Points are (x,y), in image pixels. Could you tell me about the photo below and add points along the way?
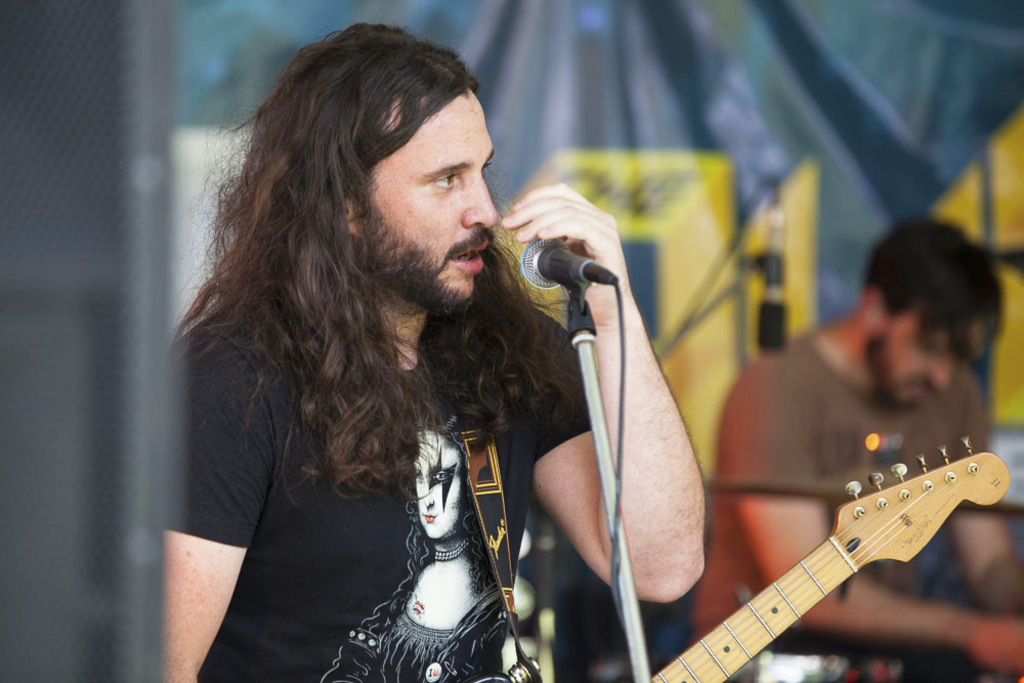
In this image I see a man (186,667) who is standing in front of a mic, In the background (974,398) I see another man (992,290).
